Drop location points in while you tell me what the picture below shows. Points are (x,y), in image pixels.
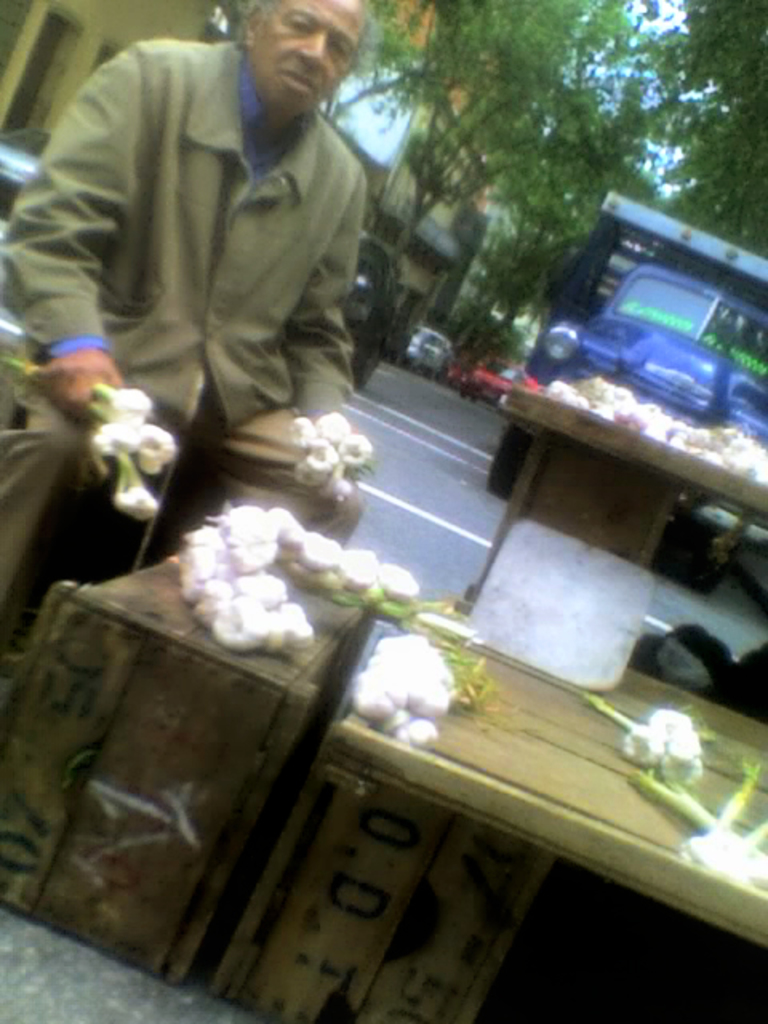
Here on the left (197,278) there is a man (276,337) sitting on a box (109,725) by holding some items (331,442) in his hands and on the boxes (301,813) we can see some items (449,705). In the background (624,399) there are vehicles (523,369) on the road (707,618), trees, buildings (16,103), some items (637,421) on a box (616,524) and sky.
